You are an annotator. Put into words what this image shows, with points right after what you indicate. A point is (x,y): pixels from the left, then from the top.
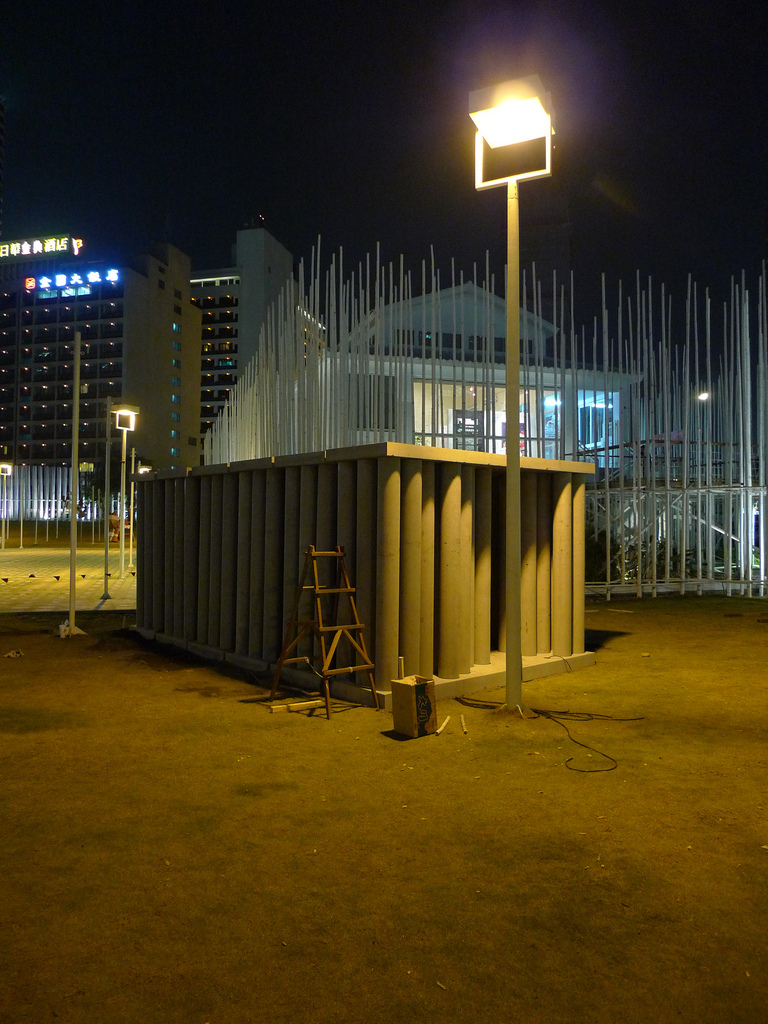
In this picture we can see a few lights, poles (509,356), a ladder (301,582) and some objects (311,707) on the ground (65,672). There are a few buildings (45,360) and lights (2,428) are visible in it. We can see the dark view on top of the picture (550,6).
